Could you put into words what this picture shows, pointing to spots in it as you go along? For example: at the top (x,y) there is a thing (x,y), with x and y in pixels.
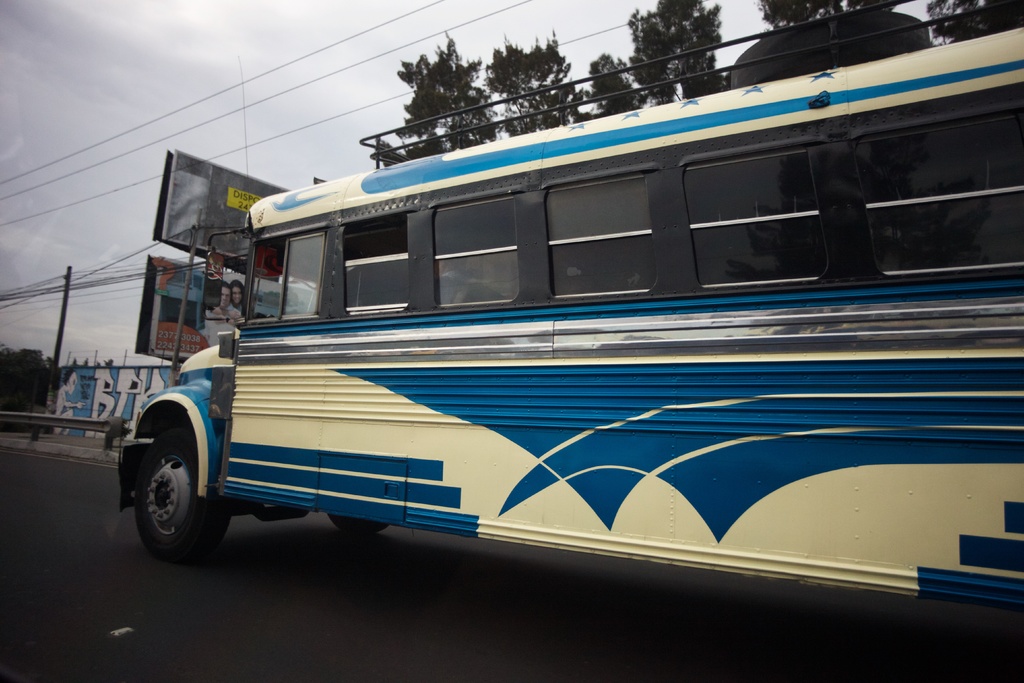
In front of the image there is a bus (377,404) on the road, behind the bus (377,404) there is a metal rod fence (94,430), behind the fence (69,415) there are some paintings (104,399) on the wall (106,394). In the background of the image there are trees (37,356) and electric poles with cables (82,286) on it. At the top of the image (270,100) there are clouds (206,24) in the sky (206,24).
